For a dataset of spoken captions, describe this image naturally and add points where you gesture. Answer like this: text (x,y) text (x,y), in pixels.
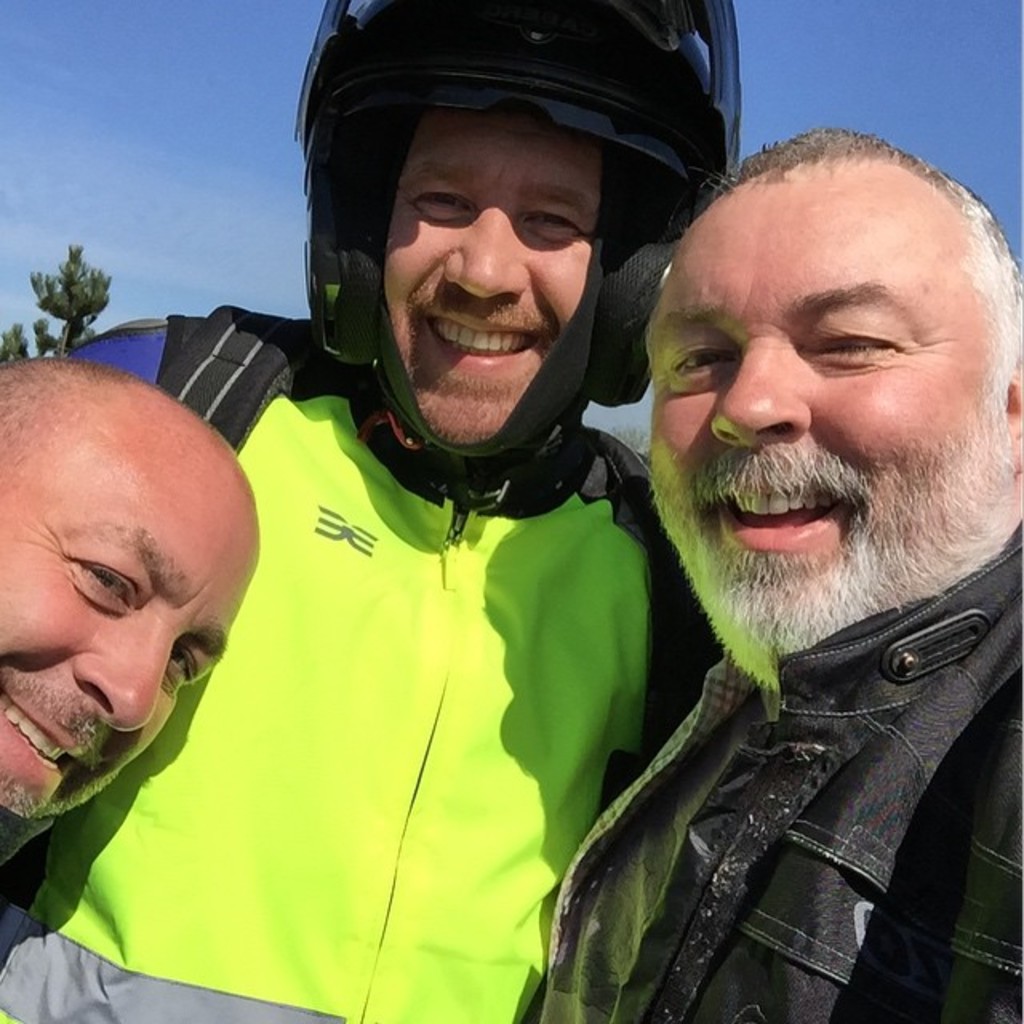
In the middle (576,560) a man (585,221) is smiling, he wore a helmet (608,46), coat (467,738). In the right side (704,835) there is a coat (691,756).
